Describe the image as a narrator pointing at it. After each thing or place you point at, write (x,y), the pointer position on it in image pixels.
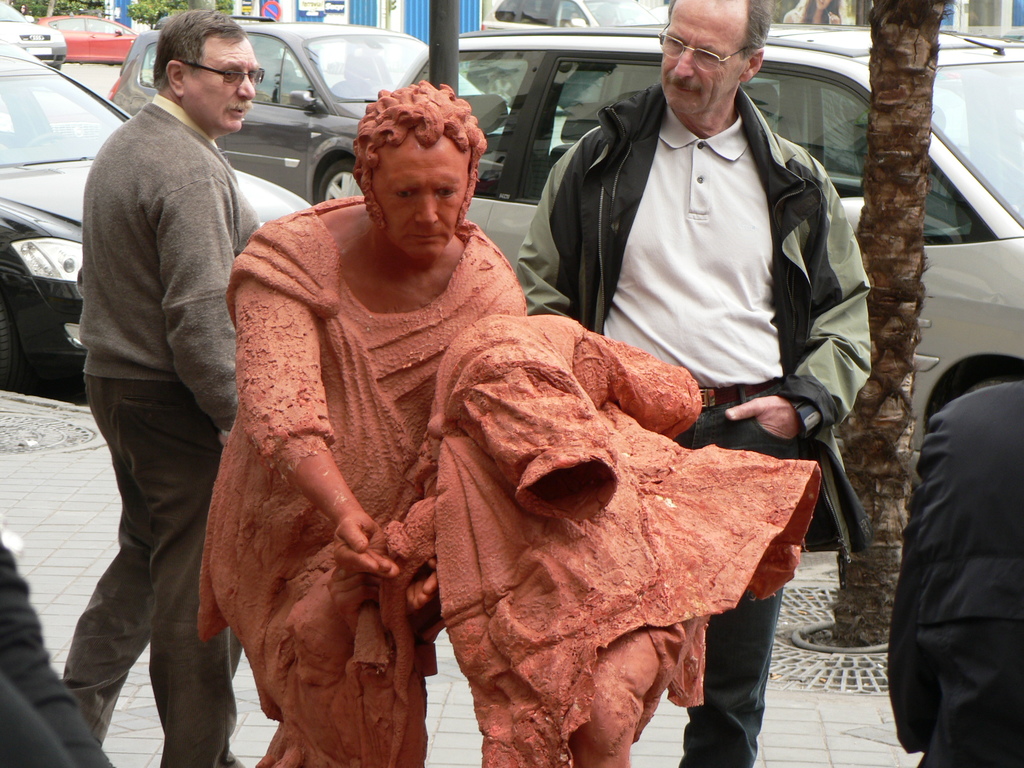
In this image I can see a statue (506,470) in brown color. Back I can see few people (221,215) walking. I can see few vehicles (467,40), trees (160,10), poles (437,44), signboards (277,16) and buildings (240,10).
